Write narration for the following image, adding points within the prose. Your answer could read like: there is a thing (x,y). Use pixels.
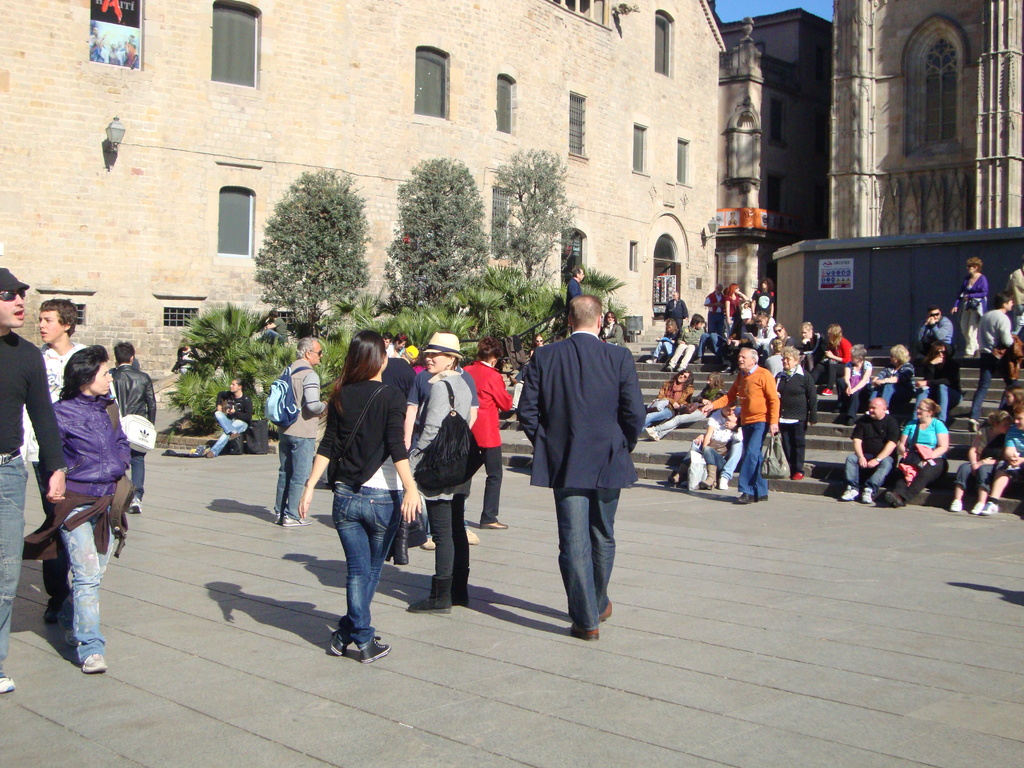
This image consists of many people (14,408) walking and standing on the road (723,540). In the background (428,156), there are buildings (243,181) along with windows (636,168). At the center (604,293), there are trees (340,261). To the right (865,424) there are steps (831,424) on which many people (923,445) are sitting.
